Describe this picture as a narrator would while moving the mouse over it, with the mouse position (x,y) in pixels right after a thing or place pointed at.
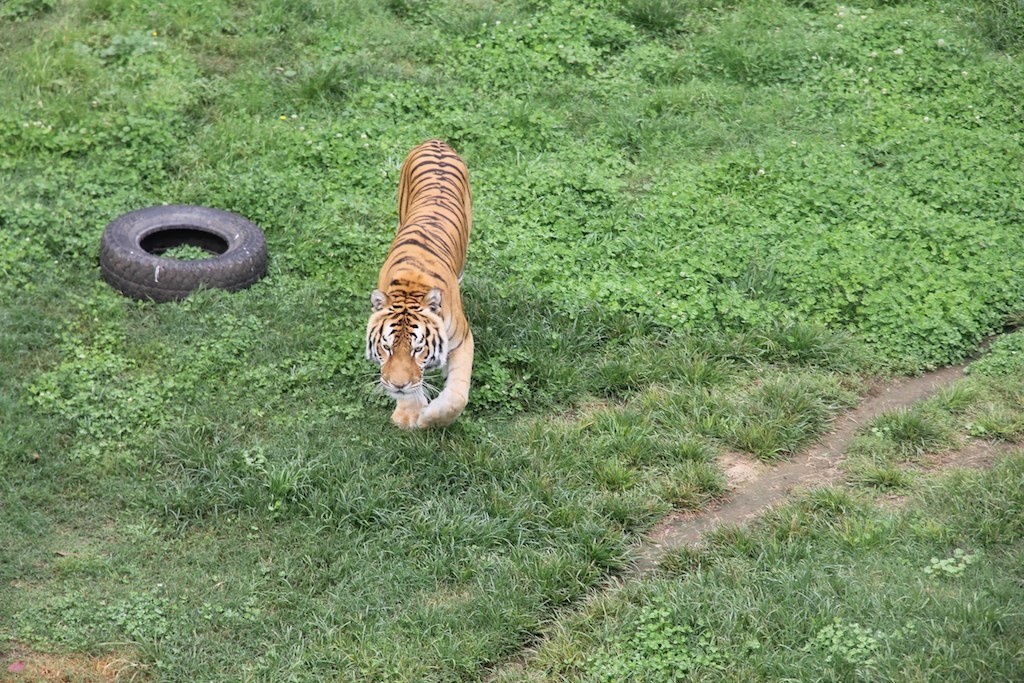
This image is taken outdoors. At the bottom of the image (591,626) there is a ground (211,618) with grass (334,584) on it and there are few plants (702,259). On the left side of the image (179,245) there is a tyre (175,275) on the ground (155,312). In the middle of the image (411,283) there is tiger (413,309).
